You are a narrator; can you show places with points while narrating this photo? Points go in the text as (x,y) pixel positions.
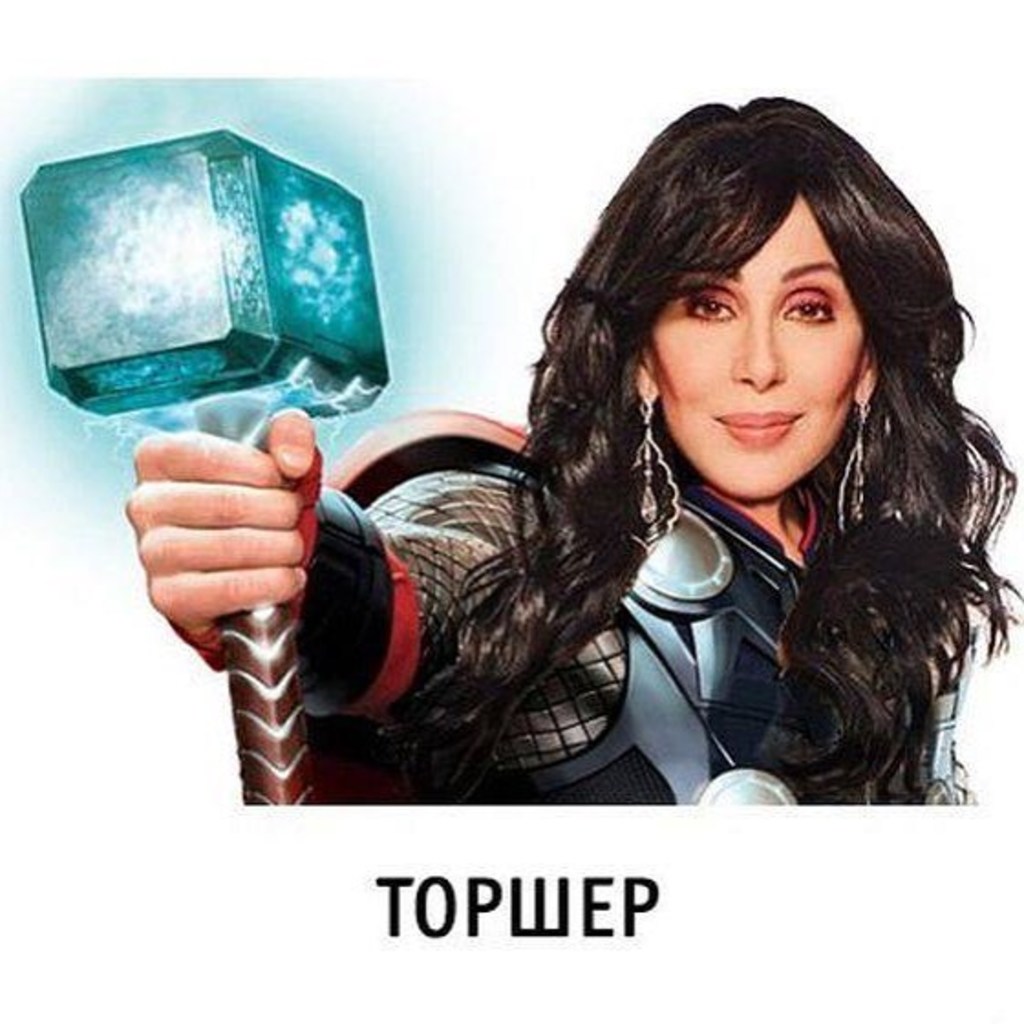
In the image we can see there is a poster (327,845) and in front (867,184) there is a woman (757,709) holding a hammer (214,351) in her hand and she is wearing a jacket (643,626).
